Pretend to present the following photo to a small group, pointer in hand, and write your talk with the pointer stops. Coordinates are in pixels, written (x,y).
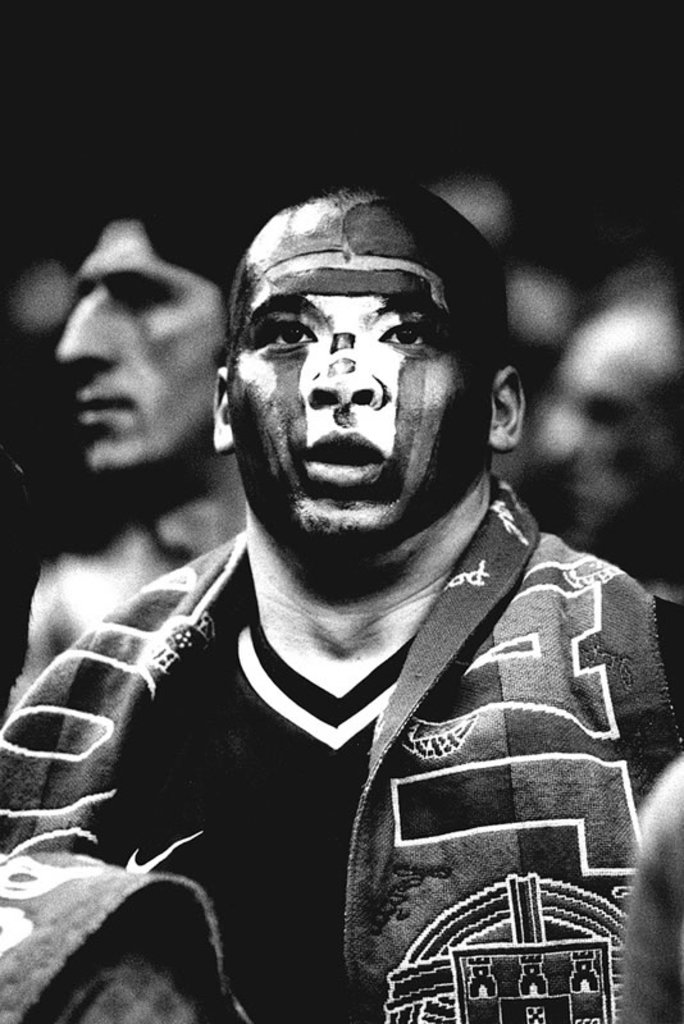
In this image we can see a black and white picture of a person (334,475) and a blurry background (601,447).
